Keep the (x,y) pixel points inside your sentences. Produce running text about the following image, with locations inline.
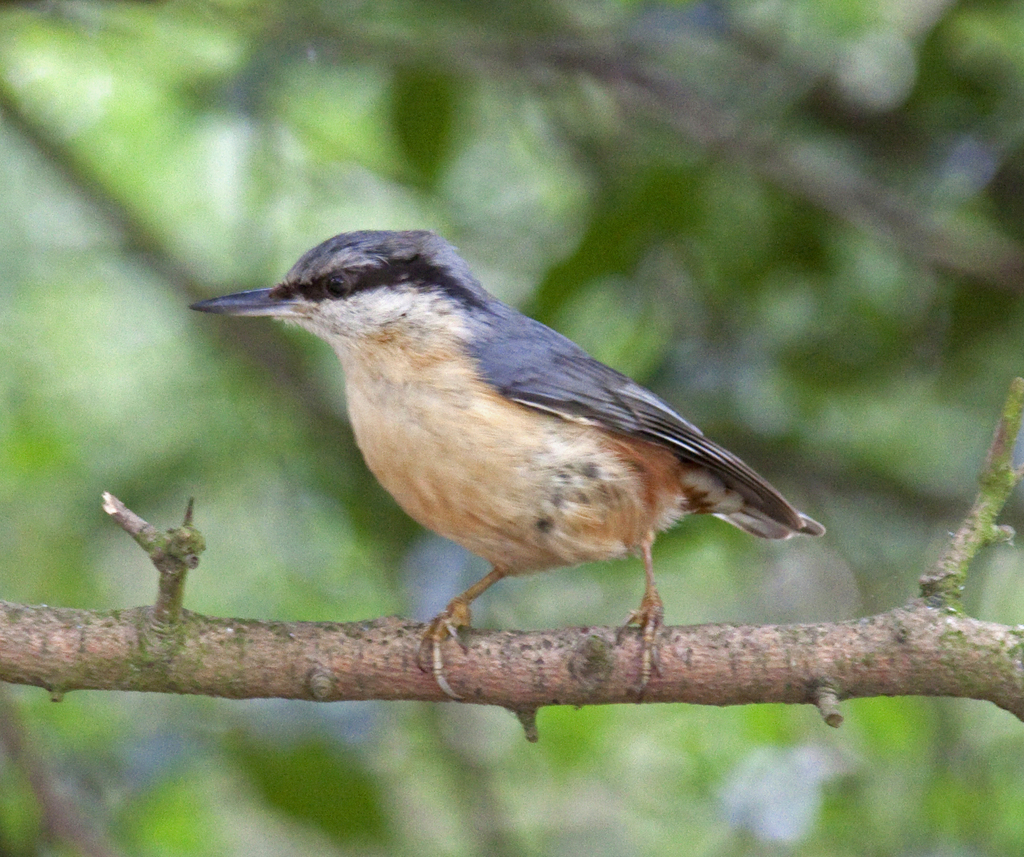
In this picture we can see a bird (606,412) standing on a branch (542,635) of a tree (544,659), there is a blurry background (817,129).
